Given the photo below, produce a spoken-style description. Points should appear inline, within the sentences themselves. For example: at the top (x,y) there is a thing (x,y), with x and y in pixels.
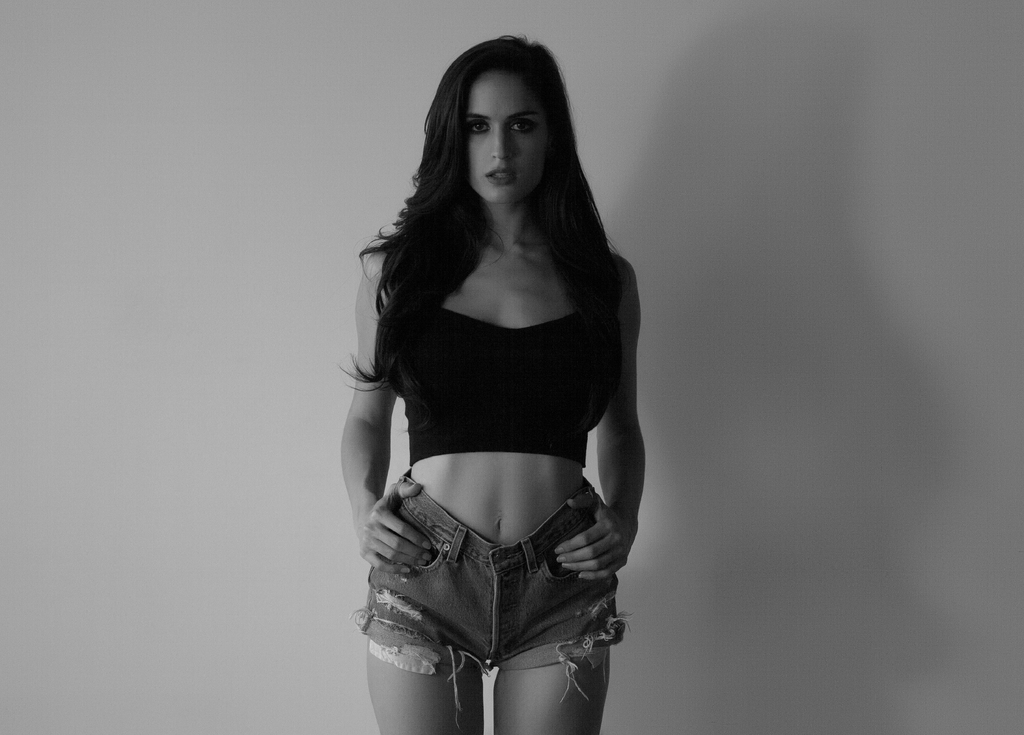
This picture seems to be clicked inside. In the center (443,388) there is a woman (582,633) wearing black color t-shirt (480,377) and shorts (524,607) and standing on the ground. In the background (208,108) there is a wall (236,319).
